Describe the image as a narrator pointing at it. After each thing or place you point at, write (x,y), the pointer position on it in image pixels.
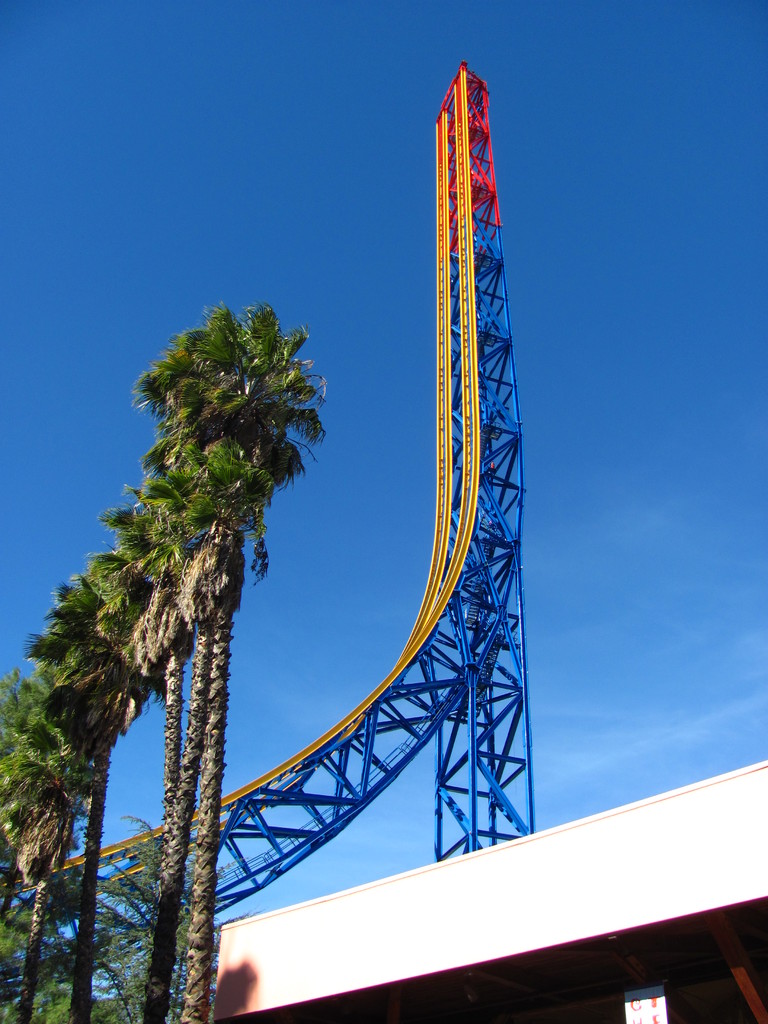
In the picture I can see trees (139,706) on the left side of the image (67,1014), I can see the wall (747,845), board (629,997), roller coaster ride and the blue color sky (606,26) in the background (416,439).
